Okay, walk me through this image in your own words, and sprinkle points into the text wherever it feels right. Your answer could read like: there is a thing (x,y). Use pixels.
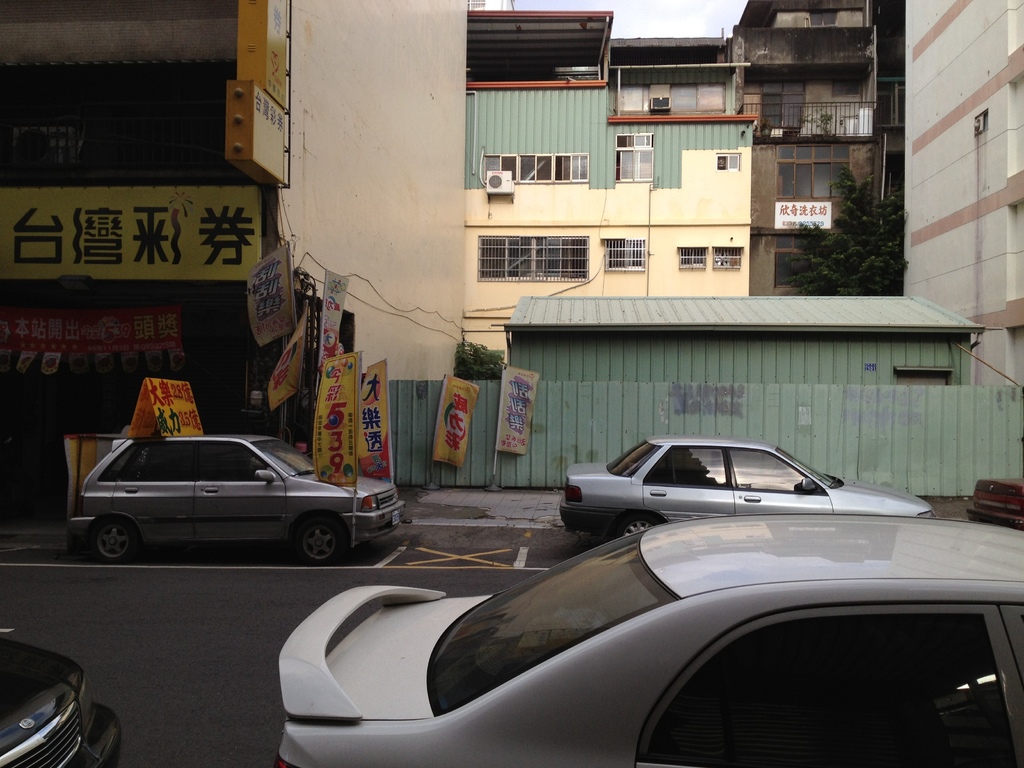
In this image we can see vehicles (620,626) on the road (274,557). In the background (456,170) there are buildings (373,197) with windows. Also there are banners (341,401). And there is a fencing (574,418). And we can see trees (839,244).
